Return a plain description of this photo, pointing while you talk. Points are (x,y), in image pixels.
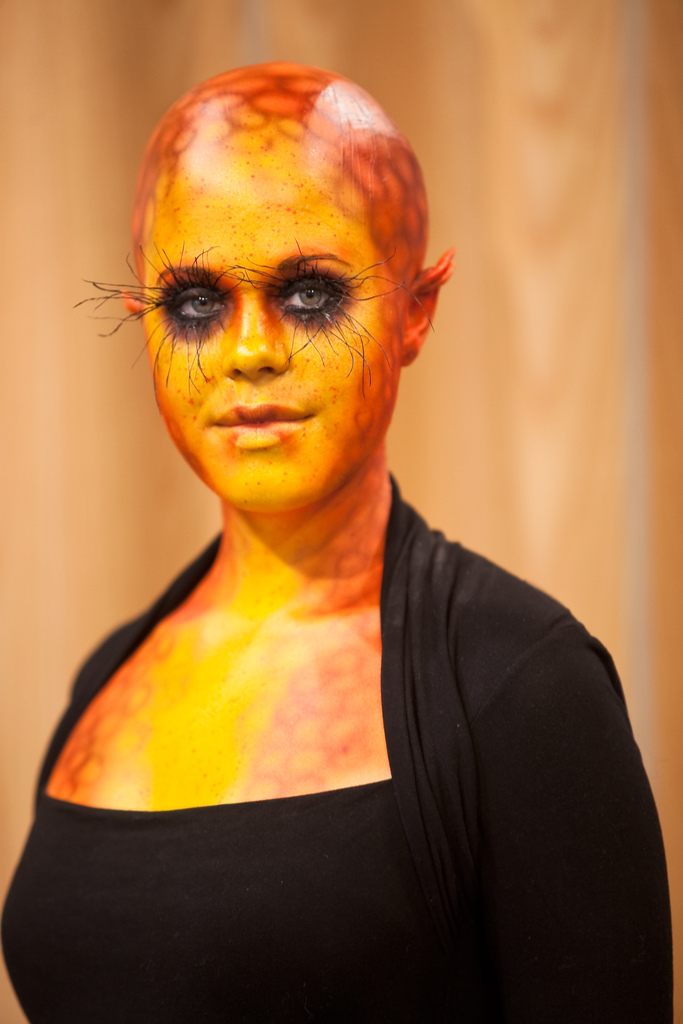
In this picture we can see a person (230,573) with the painting (234,596) on the skin (268,617) and the person (255,682) is in a black dress (415,870). Behind the person (281,586) there is the blurred background (607,522).
